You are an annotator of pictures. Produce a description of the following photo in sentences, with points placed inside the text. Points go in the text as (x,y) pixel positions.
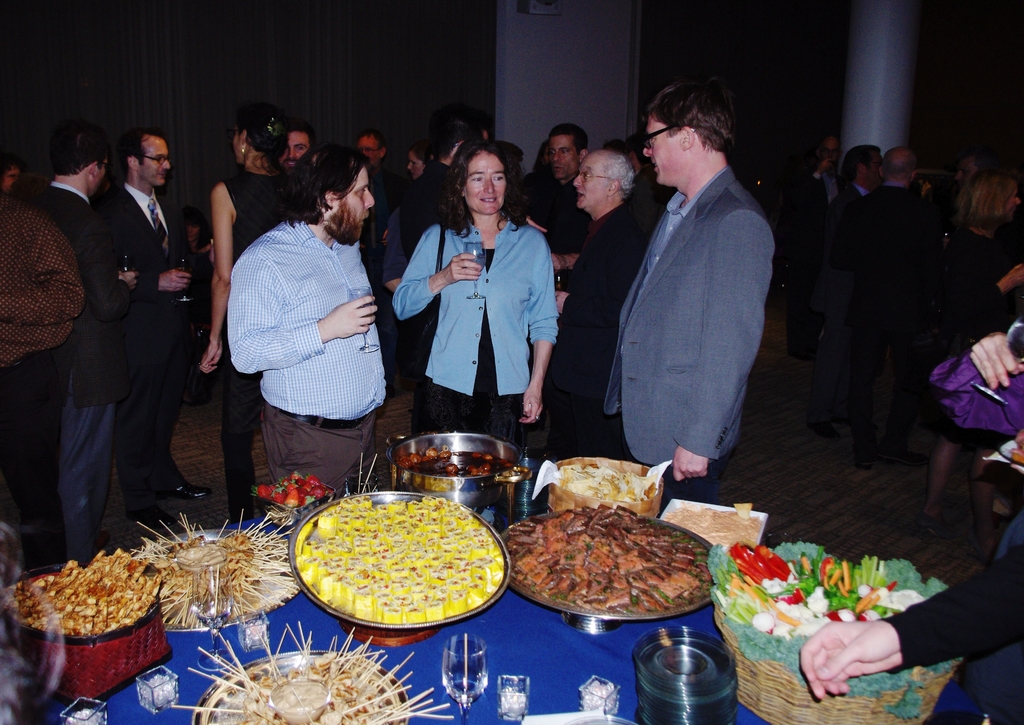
In this image we can see a group of people (462,420) standing. In that some are holding the glasses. We can also see a table (503,606) in front of them containing some food (659,604) in the containers (503,586) and the baskets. We can also see some glasses (478,693), sticks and strawberries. On the backside (753,73) we can see a wall (720,77).
